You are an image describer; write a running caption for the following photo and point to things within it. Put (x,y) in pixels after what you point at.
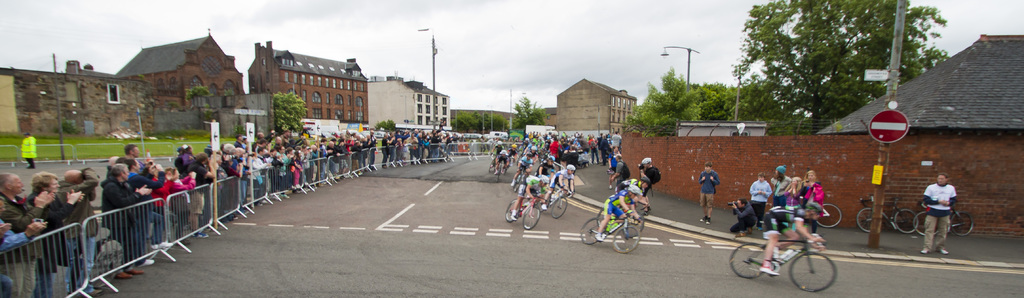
In this image I can see there are group of people (337,147) some standing beside the fence (133,210), some riding bicycles (618,220), and some standing in-front of building (968,102), also there are trees (286,94), buildings (431,109) and poles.
